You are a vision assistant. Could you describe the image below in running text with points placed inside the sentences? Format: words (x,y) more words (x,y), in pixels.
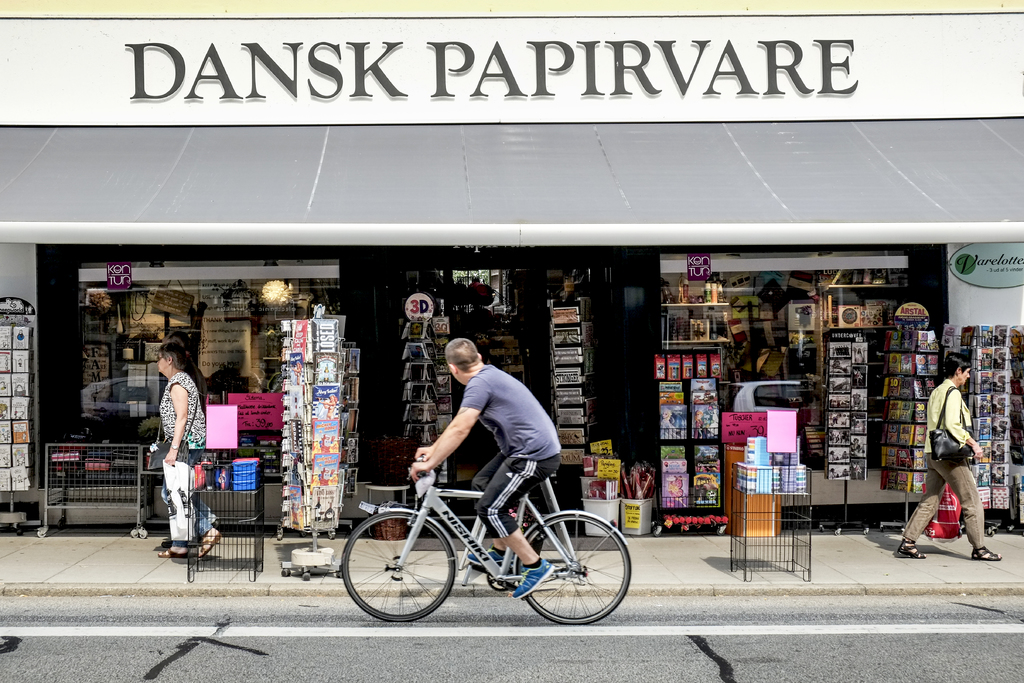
At the middle of the image (475,409) there is a person (477,484) wearing blue color shirt (525,434) riding bicycle (411,540) and at the left side of the image (203,439) there is a woman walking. At the right side of the image (954,481) there is a woman (954,483) walking carrying bag (959,455) and at the background of the image (155,397) there is a shop (406,387).
